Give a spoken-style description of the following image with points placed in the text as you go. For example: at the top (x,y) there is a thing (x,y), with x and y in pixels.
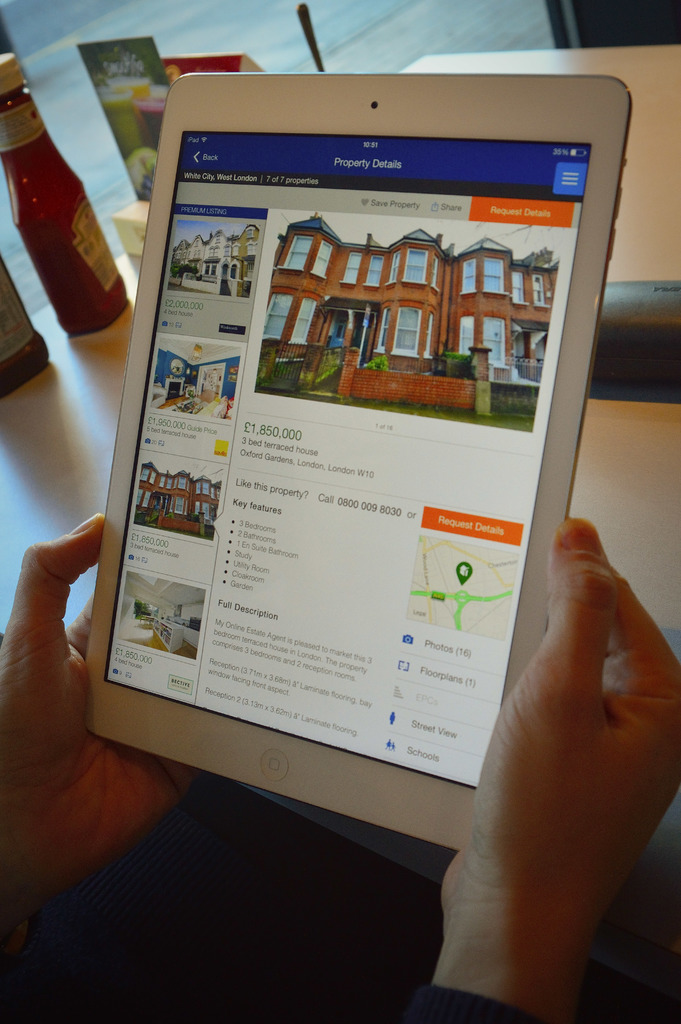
To the bottom of the image (485,768) there are person hands (35,730) holding the tab (554,278) in their hands (164,805). Behind the tab (464,433) there is a wooden table (88,359). To the left side of the image (32,225) there are two bottles (33,219) on the table (38,386). And also there is a glass door (70,106).
